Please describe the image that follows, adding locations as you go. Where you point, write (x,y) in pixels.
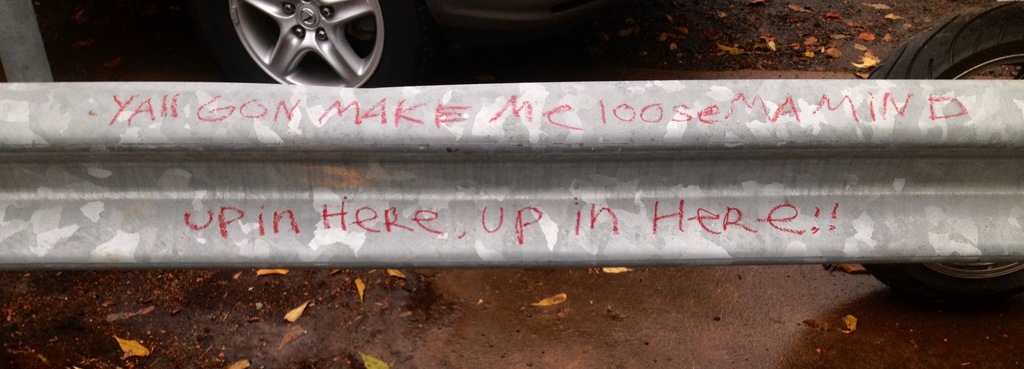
In the image I can see a vehicle (352,48), leaves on the ground (408,321) and something written on a white color surface (375,196).
